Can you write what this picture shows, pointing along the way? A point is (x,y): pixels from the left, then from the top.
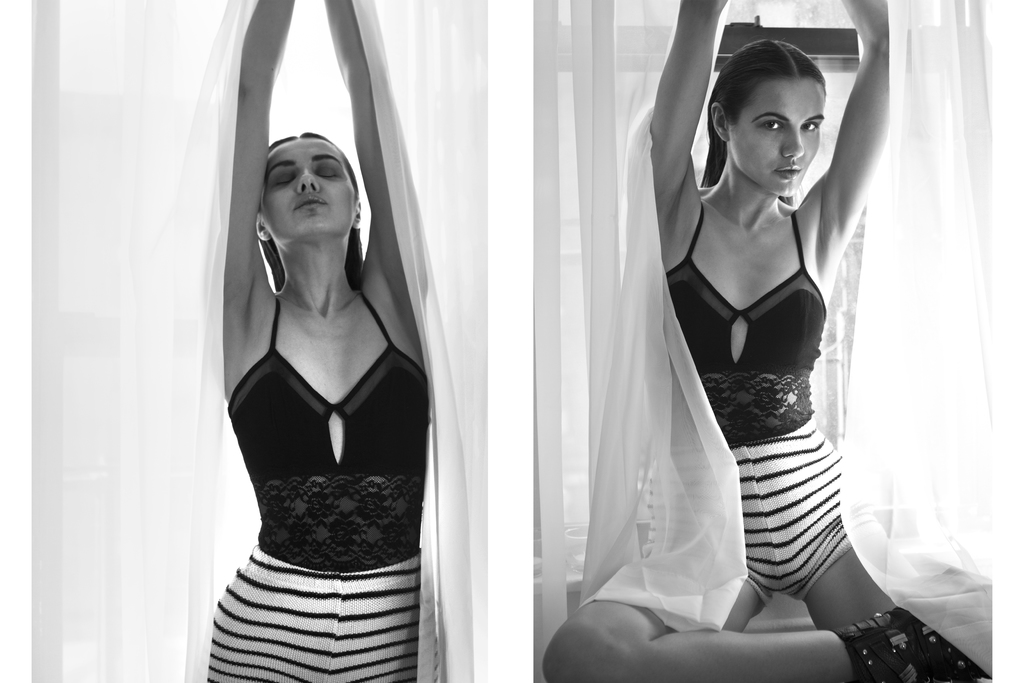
It is a collage picture. We can see similar women (352,599) giving different postures. Here we can see curtains (437,447). It is a black and white image.
